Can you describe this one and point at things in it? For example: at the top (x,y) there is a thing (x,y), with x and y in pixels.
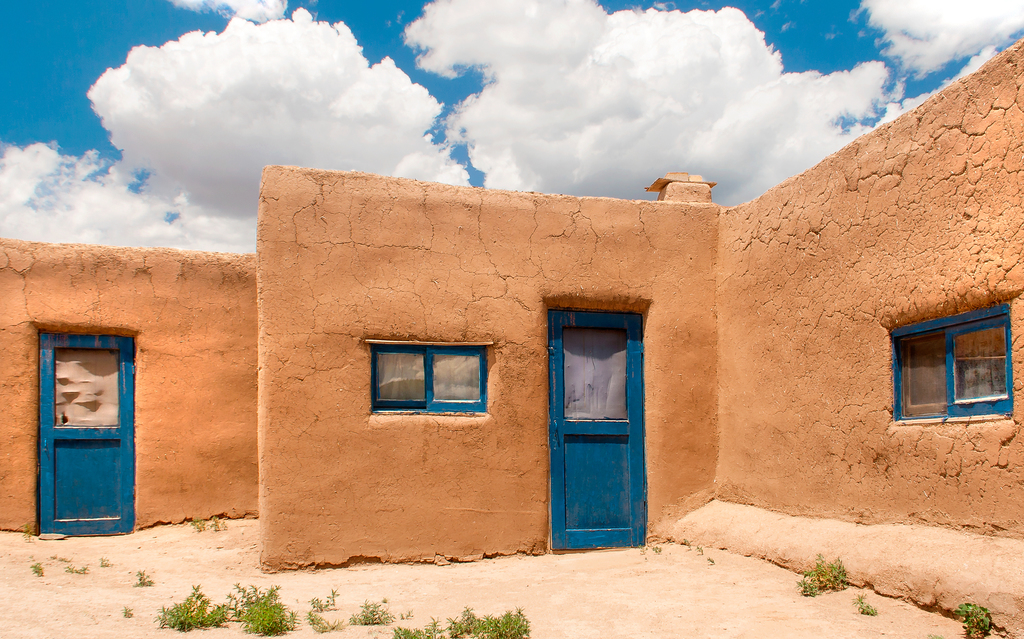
In this image we can see the walls (323,315). On the walls (317,335) we can see the doors (601,353) and windows (1002,329). In front of the walls (355,529) we can see the plants (282,597). At the top (433,143) we can see the cloudy sky (457,94).
